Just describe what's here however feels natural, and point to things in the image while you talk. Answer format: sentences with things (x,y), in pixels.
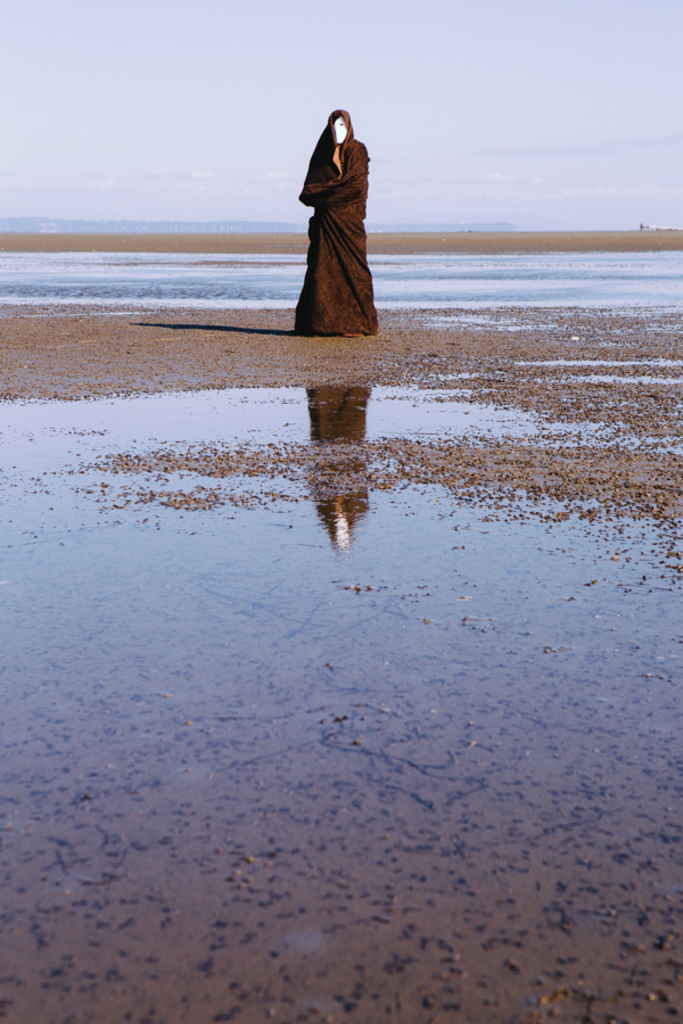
In this image we can see a person (363,205) is standing on the ground (205,465) and there is a mask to the face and the complete body (325,136) is covered with a brown color cloth (327,201). We can see water (111,258) on the ground (233,309). In the background (275,194) we can see clouds (55,157) in the sky (204,216).
